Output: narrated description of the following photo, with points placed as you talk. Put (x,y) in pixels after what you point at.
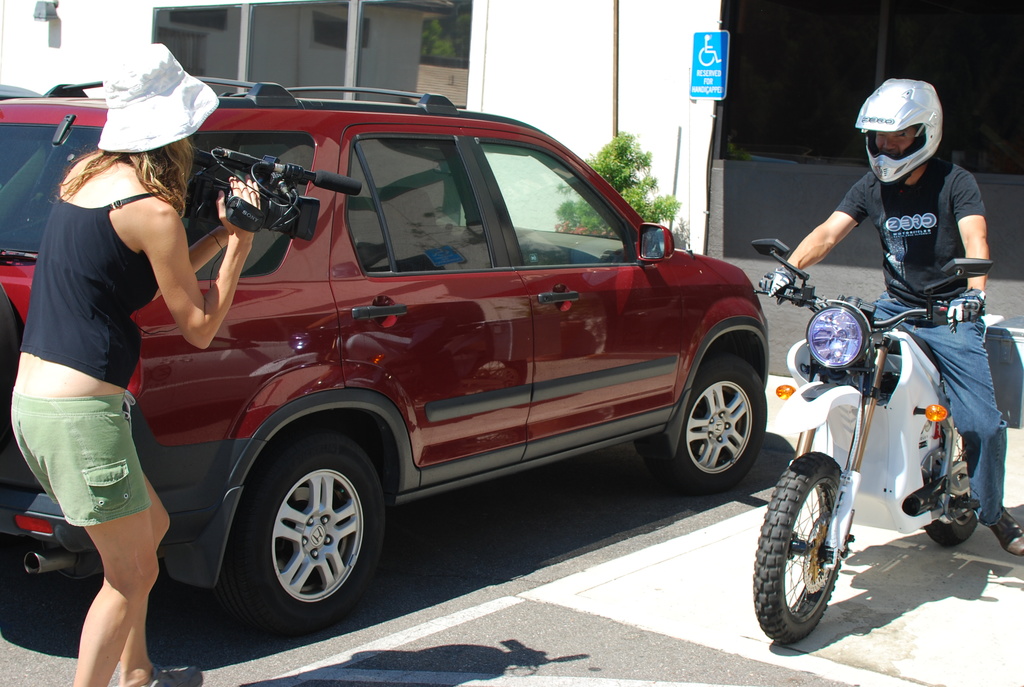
In the picture there is a man (919,218) who is riding a bike (913,370) he is wearing black shirt (912,186) and a grey color helmet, opposite to him there is a woman (53,338) who is capturing him through the camera (193,197) she is wearing white color hat (208,116), to the left side of her there is a car (273,306), in the background (649,81) there are some symbols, a plant (633,196) and wall (487,78) and a window (302,67).
